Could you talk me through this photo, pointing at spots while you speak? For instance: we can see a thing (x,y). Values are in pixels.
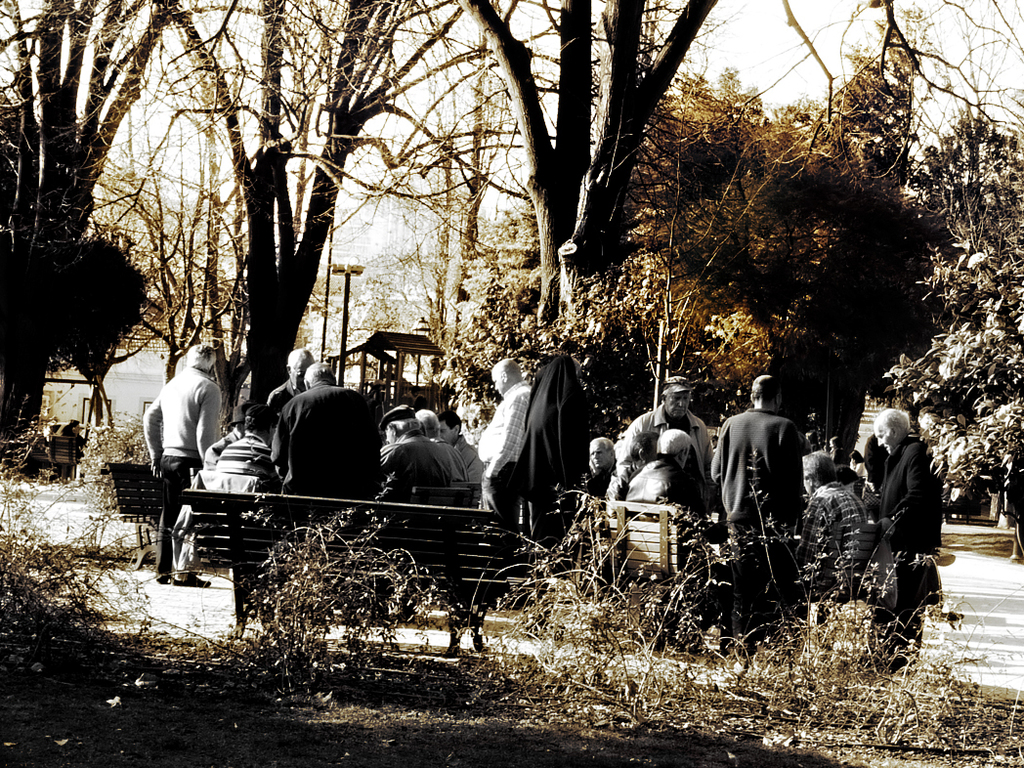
In this image in the center (459,475) there are a group of people (482,475) who are sitting and some of them are standing. At the bottom (708,639) there is grass (83,690) and some sand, and in the background (209,252) there are some trees (443,239) and poles (347,279).
